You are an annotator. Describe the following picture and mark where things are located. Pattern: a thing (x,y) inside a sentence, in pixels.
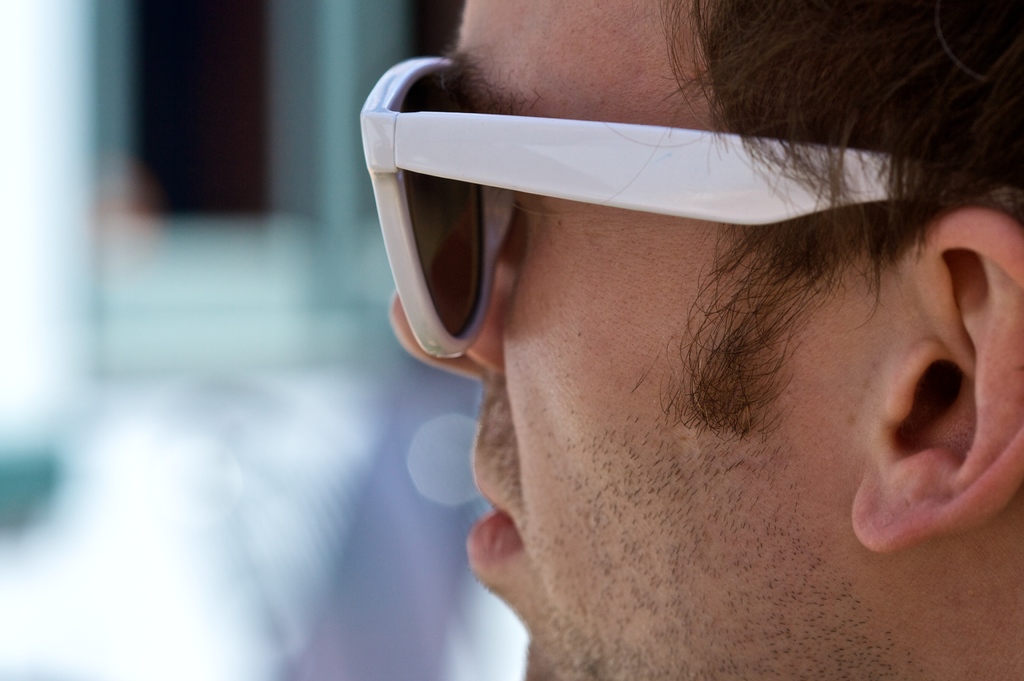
In this image I can see there is a man (900,402) standing and he is wearing spectacles (410,199) and the backdrop of the image (291,658) is blurred.
